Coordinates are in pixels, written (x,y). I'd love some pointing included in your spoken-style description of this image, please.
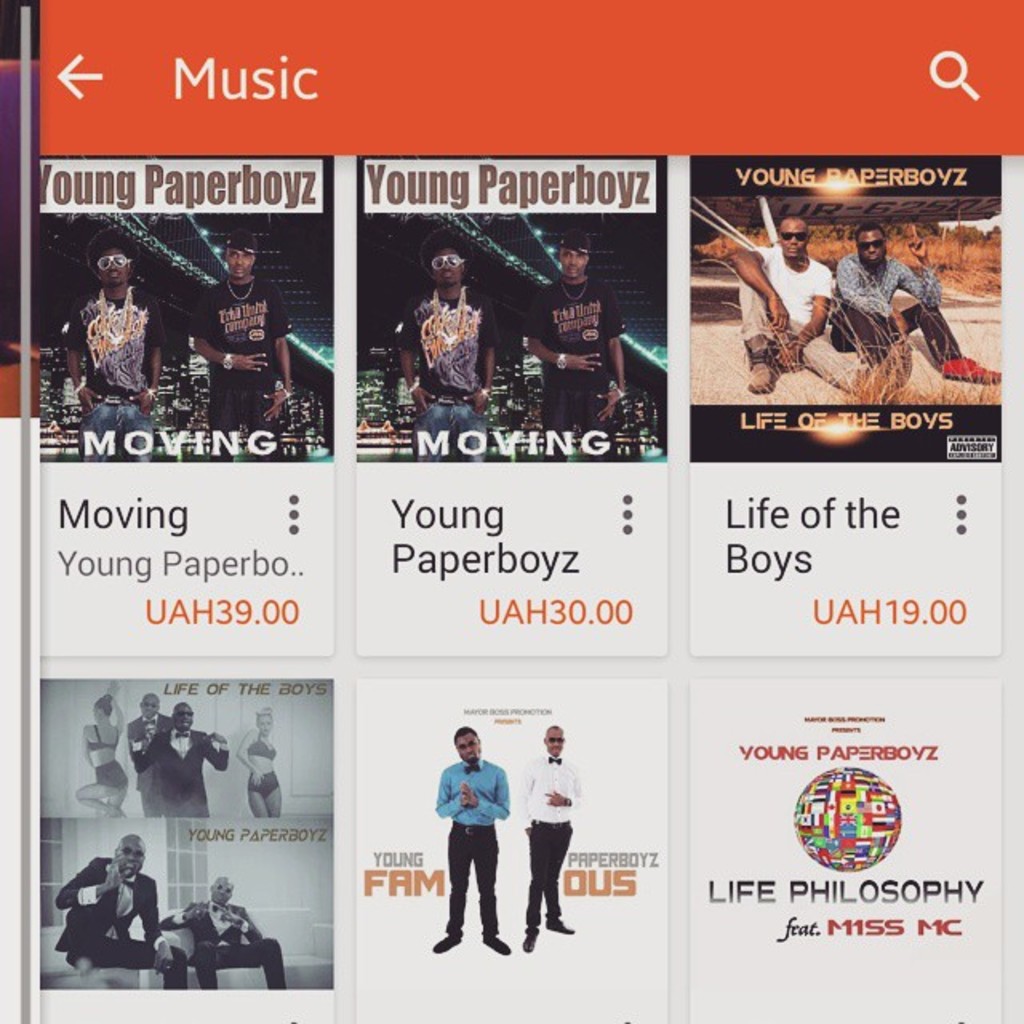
This is a picture of an application page (515,698). We can see some information (192,617).
